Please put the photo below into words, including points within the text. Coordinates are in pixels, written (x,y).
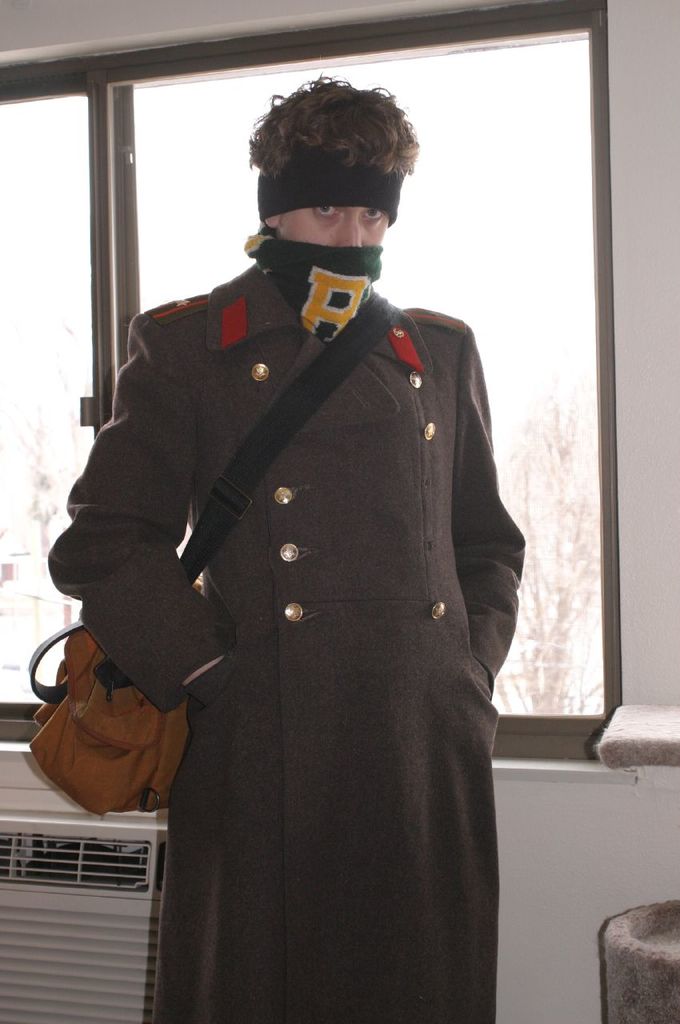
In the foreground of this image (381,611), there is a man (364,685) standing and wearing a bag (264,464) and an over coat (281,728). In the background (419,263), there is a wall (618,275), glass window (433,243) and an AC (111,907).
